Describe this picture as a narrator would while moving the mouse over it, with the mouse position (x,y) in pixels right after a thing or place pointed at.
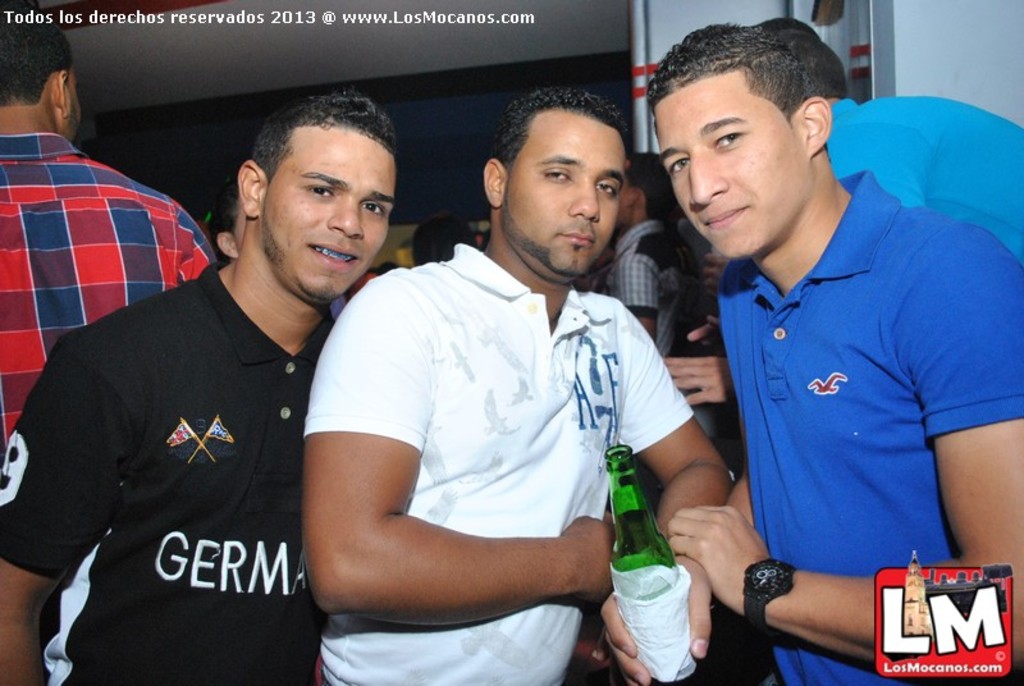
In this image I can see three men (223,432) are standing. This man (695,587) is holding a green color bottle (643,565) and tissues (650,651) in the hand (632,648). Here I can see watermarks (394,22). In the background (466,115), I can see people (784,25), a wall (423,144) and something over here.
